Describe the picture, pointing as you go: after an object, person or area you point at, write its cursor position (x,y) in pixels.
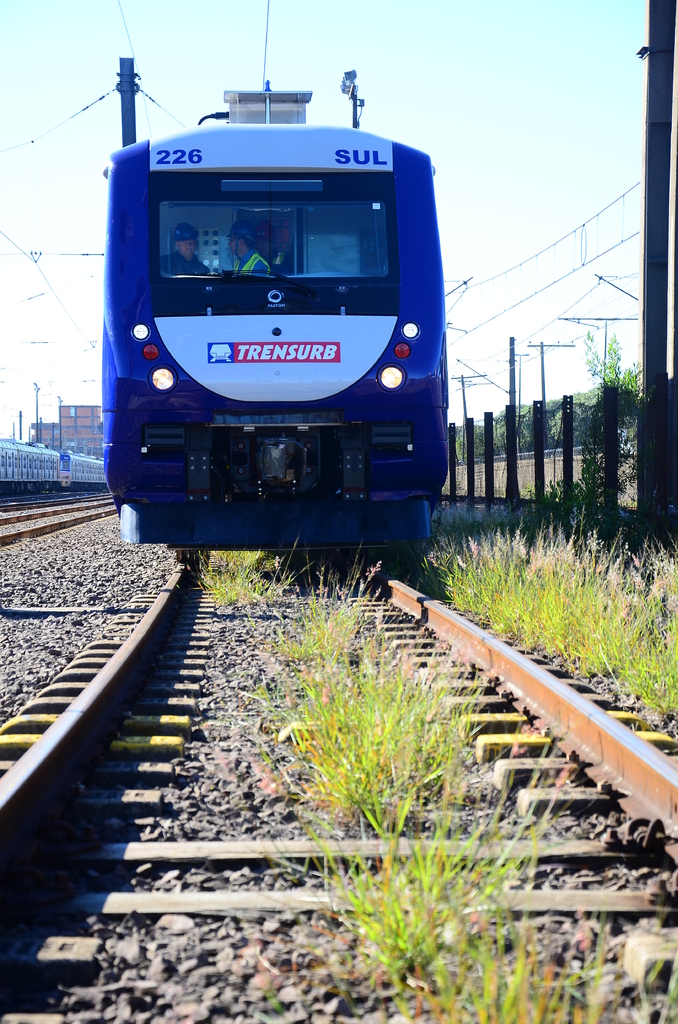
In this image I can see few railway tracks (123,684) and on it I can see two trains (282,500). In the centre of the image (236,350) I can see two person (197,266) in the train (201,224) and I can also see something is written on the train (271,443). On the bottom side of the image (338,809) I can see grass (673,561). On the both sides of the image I can see number of poles (666,354) and number of wires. In the background (47,428) I can see a building (37,434), number of trees (576,423) and the sky (388,93).
